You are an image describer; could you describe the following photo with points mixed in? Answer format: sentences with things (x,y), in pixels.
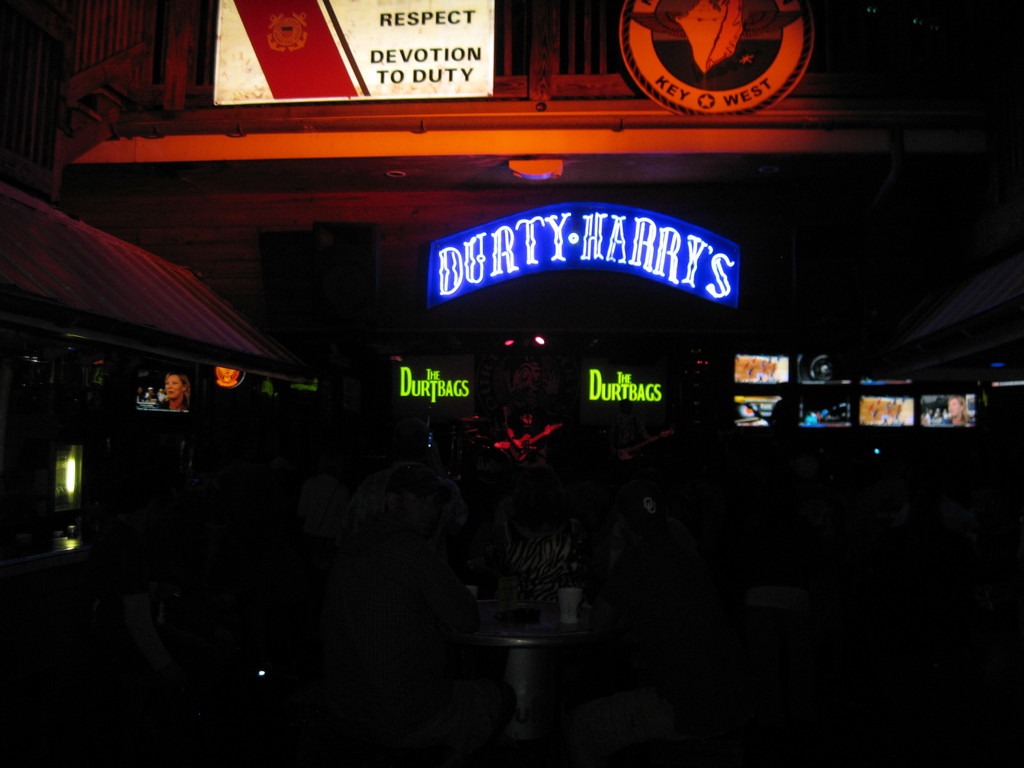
In this picture we can observe blue color board (484,280) fixed to the ceiling (394,210). We can observe a white color board (363,41) and a railing (536,40). There is a table (520,628) on which we can observe white color glass (567,607). The background is completely dark.
